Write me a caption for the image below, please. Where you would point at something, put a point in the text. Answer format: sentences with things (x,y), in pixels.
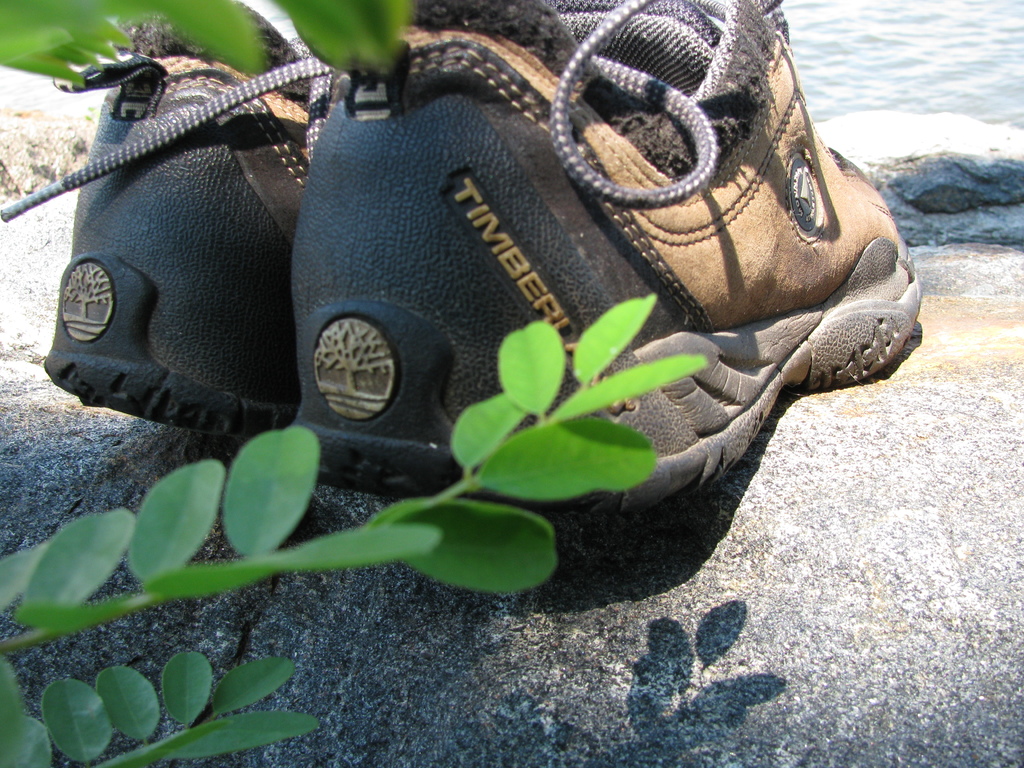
In this image we can see shoes (508,252), stem (100,613) of a tree (243,686), rocks (934,213) and water (819,79).
